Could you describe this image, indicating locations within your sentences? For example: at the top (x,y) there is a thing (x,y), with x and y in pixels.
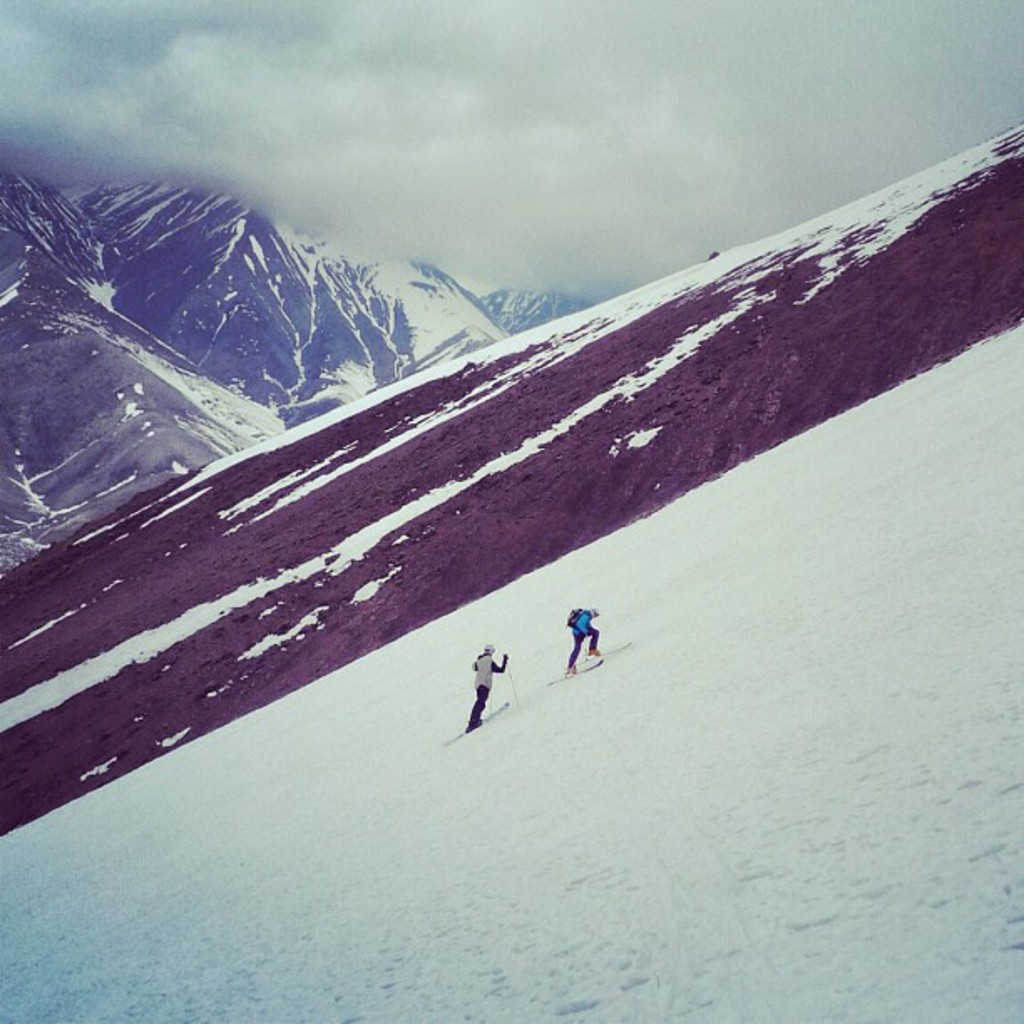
In this picture we can see few people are skiing on the ice (588,682) with the help of skis (462,735), in the background (396,451) we can find hills (277,453) and clouds (417,225).
